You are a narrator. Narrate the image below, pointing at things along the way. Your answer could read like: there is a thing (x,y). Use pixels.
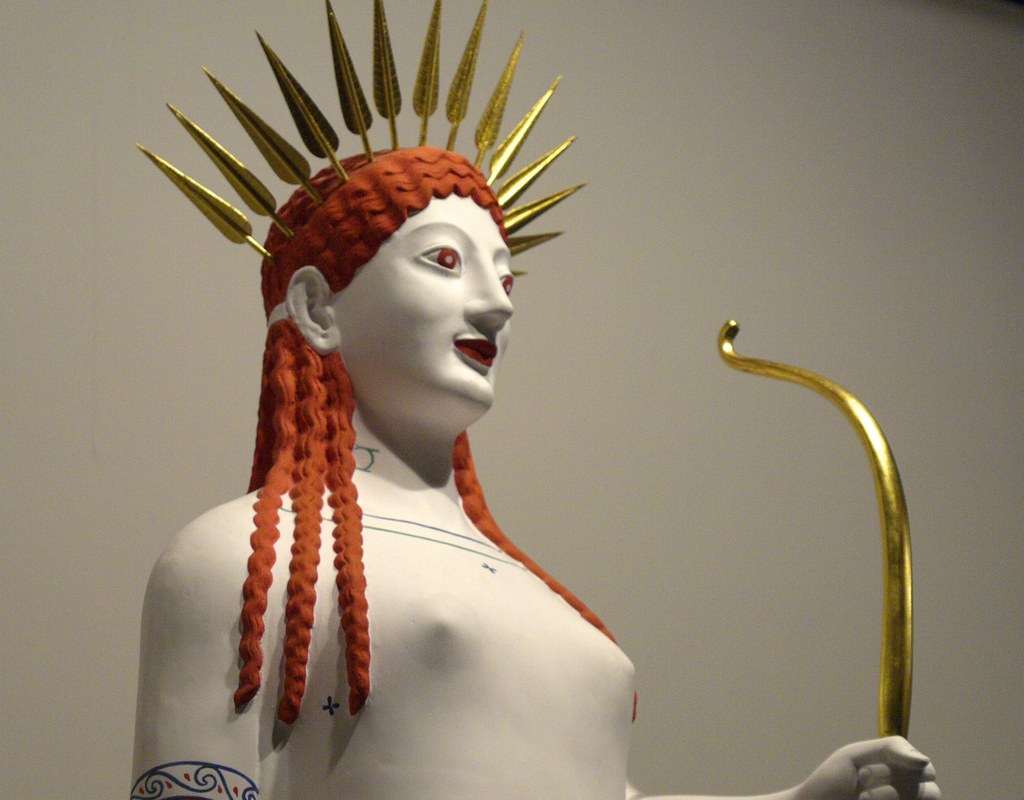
Here I can see a statue (343,332) of a person (380,474) facing towards the right side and holding a bow (892,558) in the hand (849,771). On the head (378,157) there is a crown (260,196) which is made up of arrows (457,110). The background (608,390) is in white color.
